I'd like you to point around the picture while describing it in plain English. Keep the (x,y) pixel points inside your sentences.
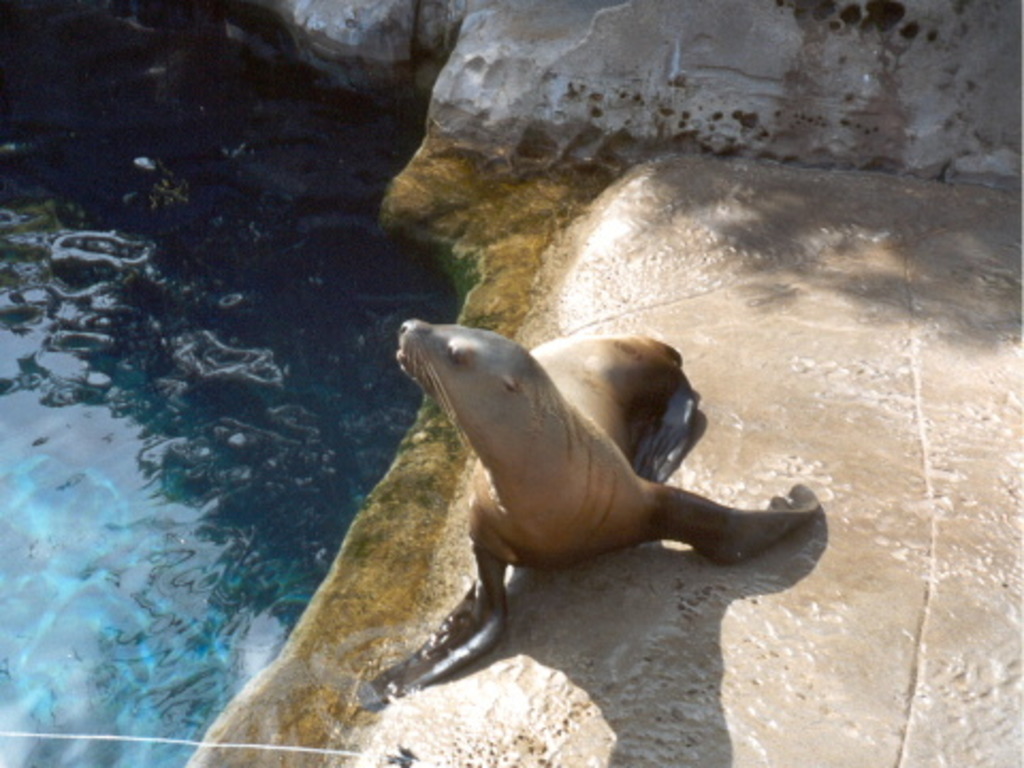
This picture is clicked outside. On the right (735,511) we can see the sea lion (549,434) on the ground (689,636). On the left (218,205) we can see a water body (211,125). In the background (437,47) we can see the rocks (630,41).
